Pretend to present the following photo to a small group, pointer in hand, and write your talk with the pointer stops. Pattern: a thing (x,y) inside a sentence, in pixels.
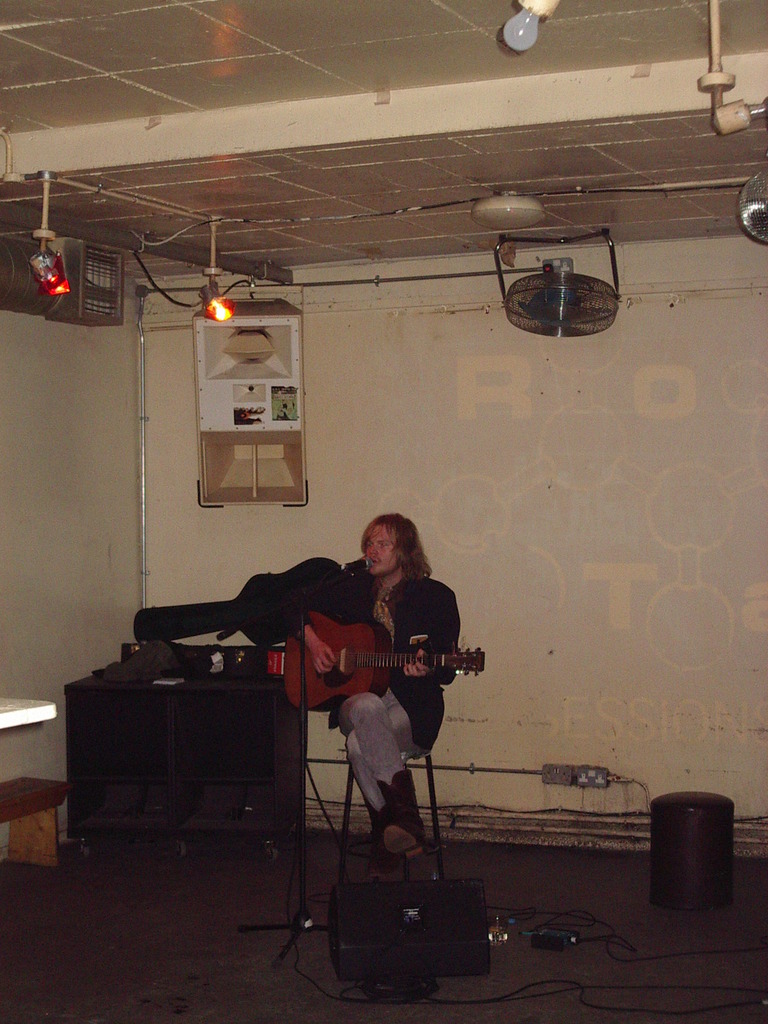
Man (406,605) with the black jacket (424,630) is sitting and playing a guitar (363,657). In front of him there is a mic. At the background (457,510) there is a wall (601,542). On the top of the roof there is a fan (557,303). In front of him there is a speaker (402,915). And to the left corner (58,827) we can see a bench (36,824). And we can also see two speakers (200,745).
